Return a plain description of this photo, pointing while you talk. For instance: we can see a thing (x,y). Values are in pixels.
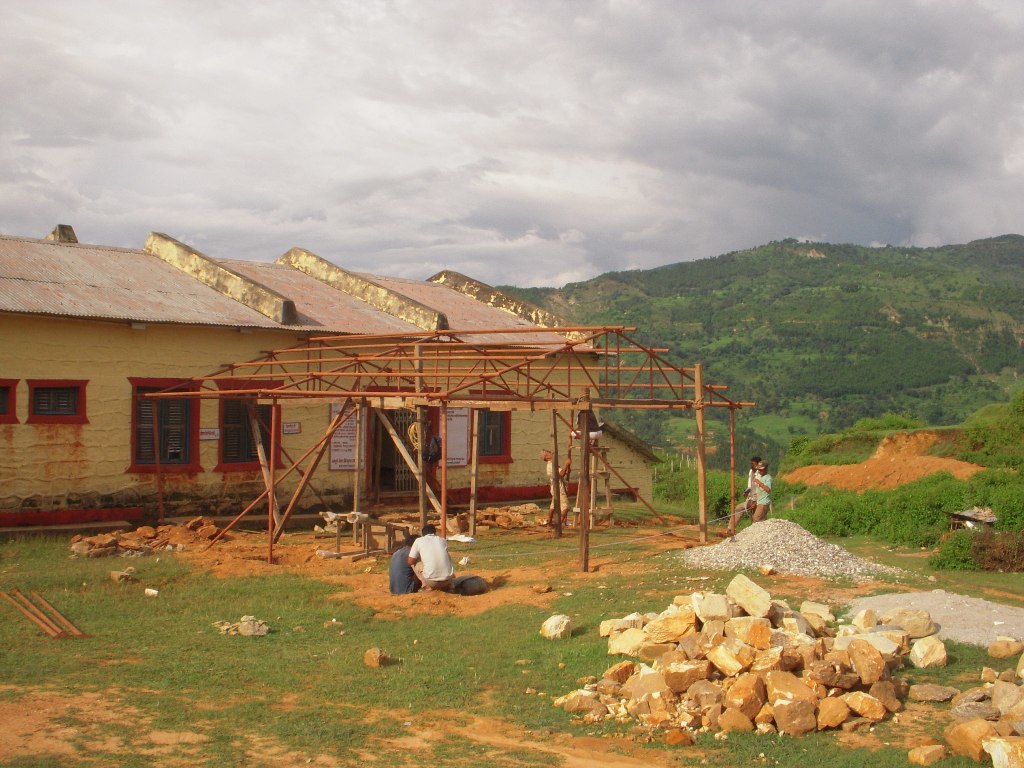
In this picture we can see the grass (420,700), stones (699,611), poles (424,478), plants (811,496), some people (757,459), shed (383,435) with windows (497,423), boards (352,432) and some objects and in the background (281,145) we can see mountains (772,257) and the sky (615,133) with clouds (431,148).
